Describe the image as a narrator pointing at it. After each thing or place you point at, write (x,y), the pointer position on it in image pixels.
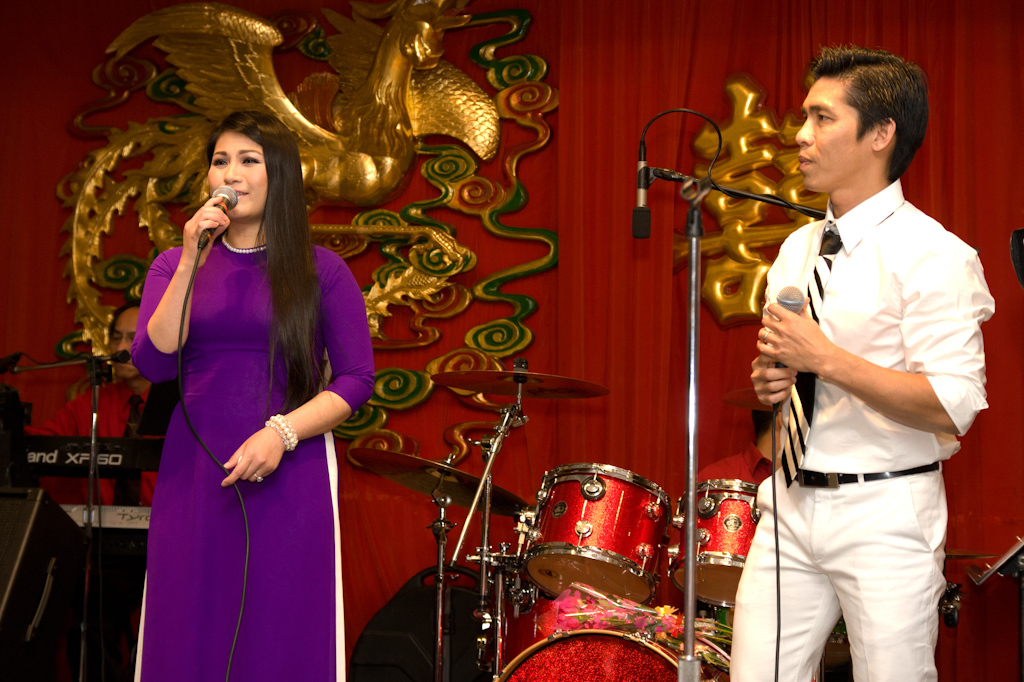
On the right side of the image (850,528) we can see man (768,314) standing and holding mic (796,304). On the left side of the image (267,533) we can see woman (214,419) standing and holding mic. In the background (113,524) we can see musical instruments (135,550), person (79,417), decors (326,163) and curtain (676,69).
